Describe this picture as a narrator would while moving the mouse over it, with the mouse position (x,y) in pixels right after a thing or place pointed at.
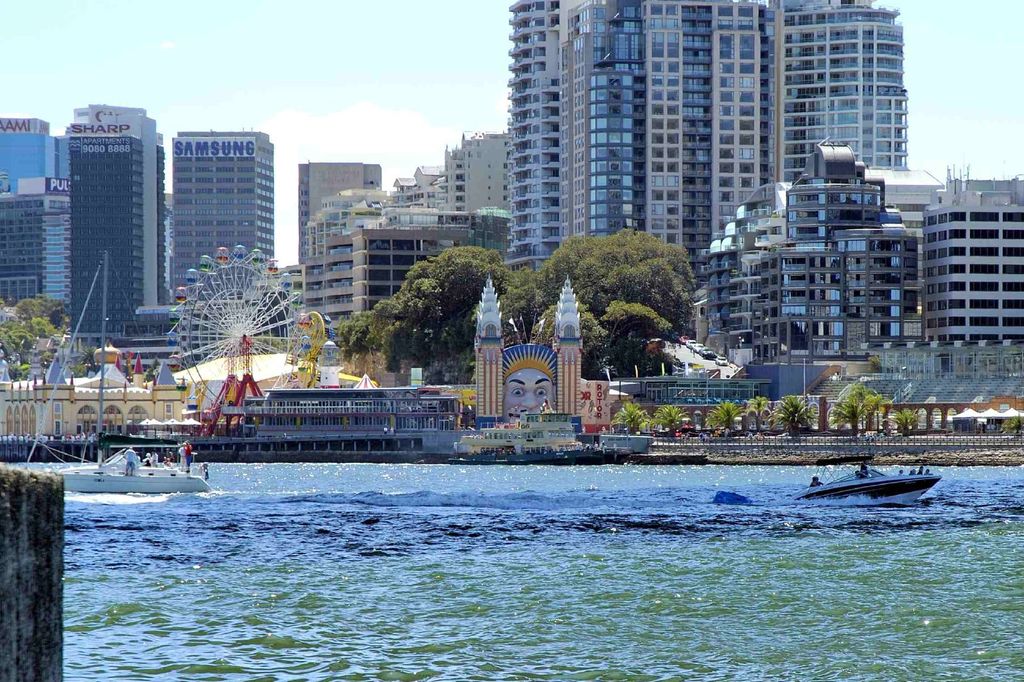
At the bottom of the picture (394,537), we see water (686,574) and boats (194,470) are sailing on the water (287,525). On the left side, we see a wooden stick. In the middle of the picture (493,419), we see trees (587,279), giant wheel (268,315) and other games (284,386). There are trees (577,264) and buildings (365,237) in the background (582,273). At the top (224,45), we see the sky (351,65).
